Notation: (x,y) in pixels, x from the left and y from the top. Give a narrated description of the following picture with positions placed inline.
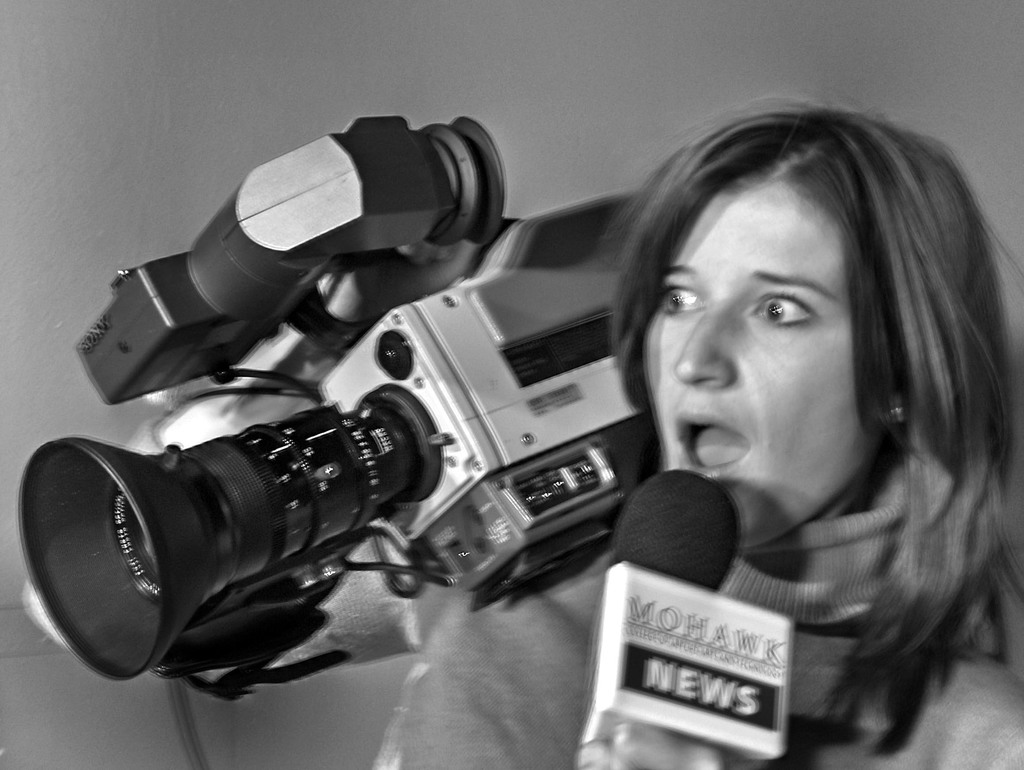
In this image, woman (774,483) is holding microphone (679,658) and camera (489,491) on his hands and she open her mouth (718,443).
